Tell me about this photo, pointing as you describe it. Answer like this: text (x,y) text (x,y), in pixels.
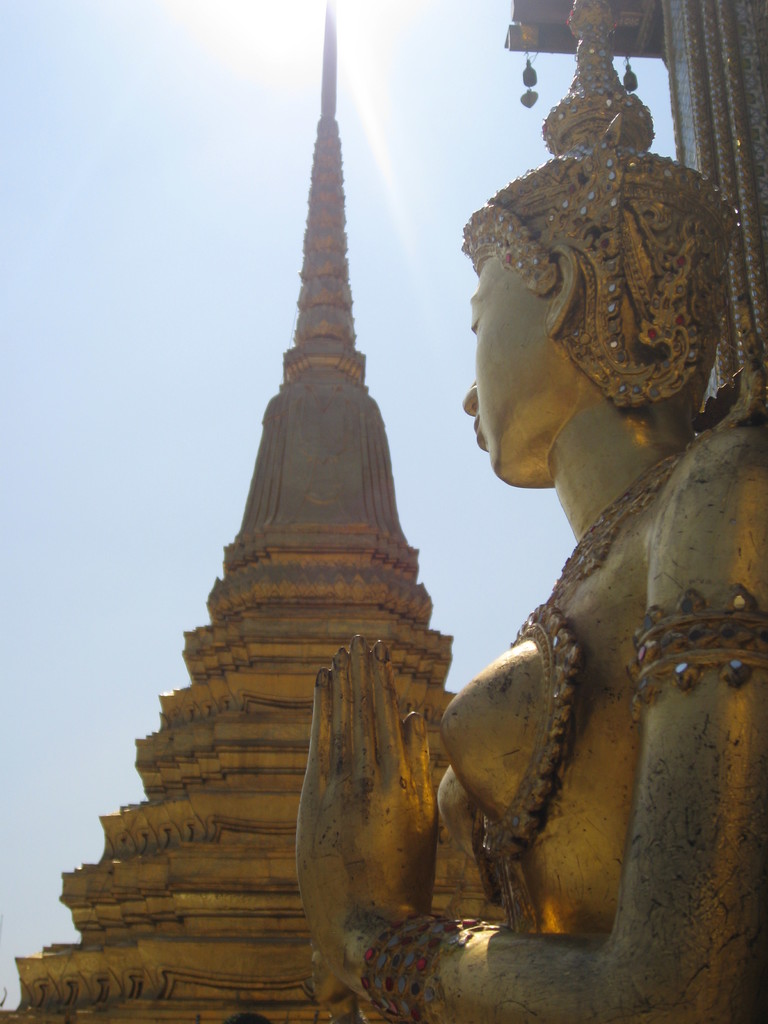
In this picture there is a building (30,1023) and there is a sculpture (593,758). At the top (115,141) there is sky (80,200) and there is sun (351,35).
